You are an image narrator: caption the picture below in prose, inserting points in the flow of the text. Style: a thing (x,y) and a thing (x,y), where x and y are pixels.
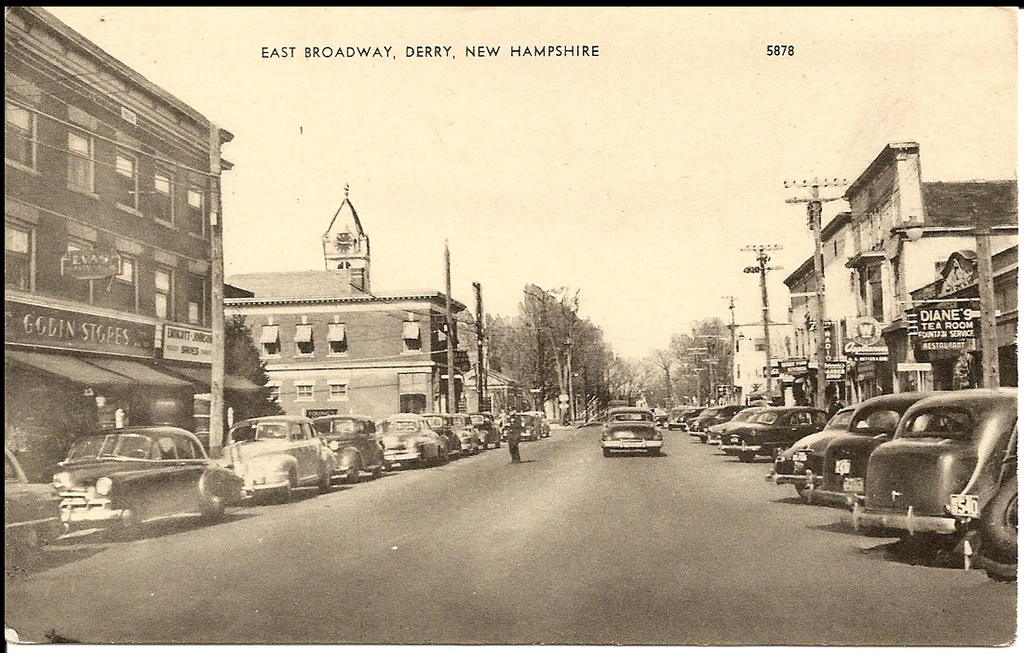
In this image there are buildings (362,369), poles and trees (672,371). At the bottom (463,582) there is a road (295,596) and we can see cars (1001,503) on the road (538,440). In the center (511,423) there is a person (511,442) standing. In the background (543,224) there is sky (623,140) and we can see some text (434,49).
